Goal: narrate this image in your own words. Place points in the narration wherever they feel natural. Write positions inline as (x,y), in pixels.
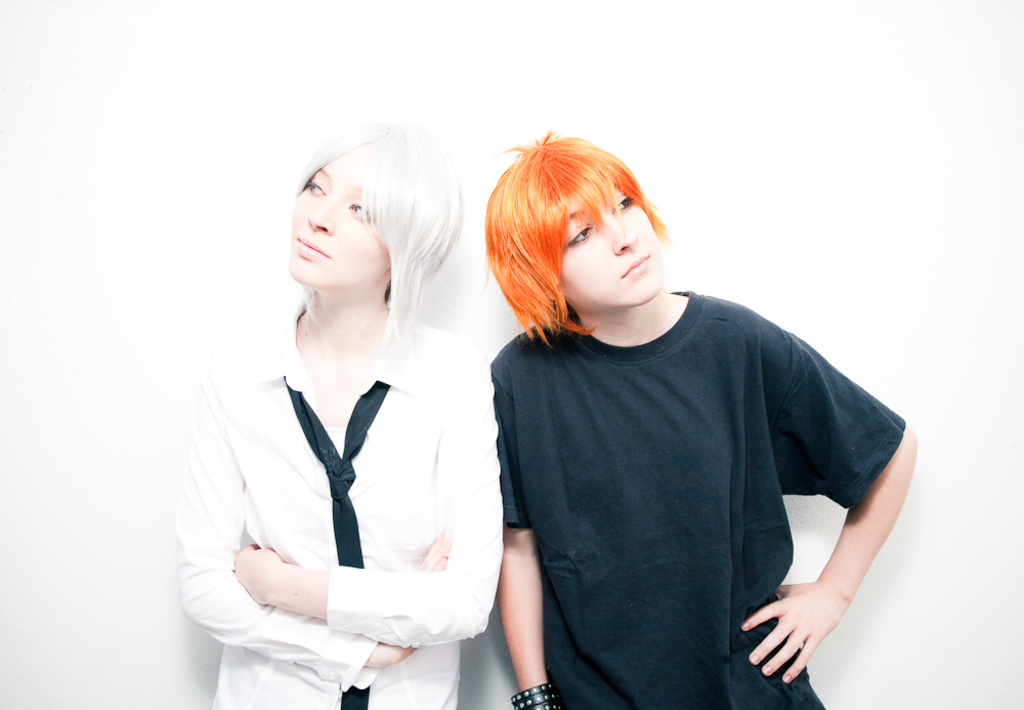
In this image I can see two persons (314,398). The person (598,413) who is on the right side (686,638) is wearing a black color t-shirt (623,392) and looking at the right side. The person (308,371) who is on the left side (293,680) is wearing a white color shirt (251,480), black color tie (335,488), folding the hands (259,568) and looking at the left side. The background (37,224) is in white color.
